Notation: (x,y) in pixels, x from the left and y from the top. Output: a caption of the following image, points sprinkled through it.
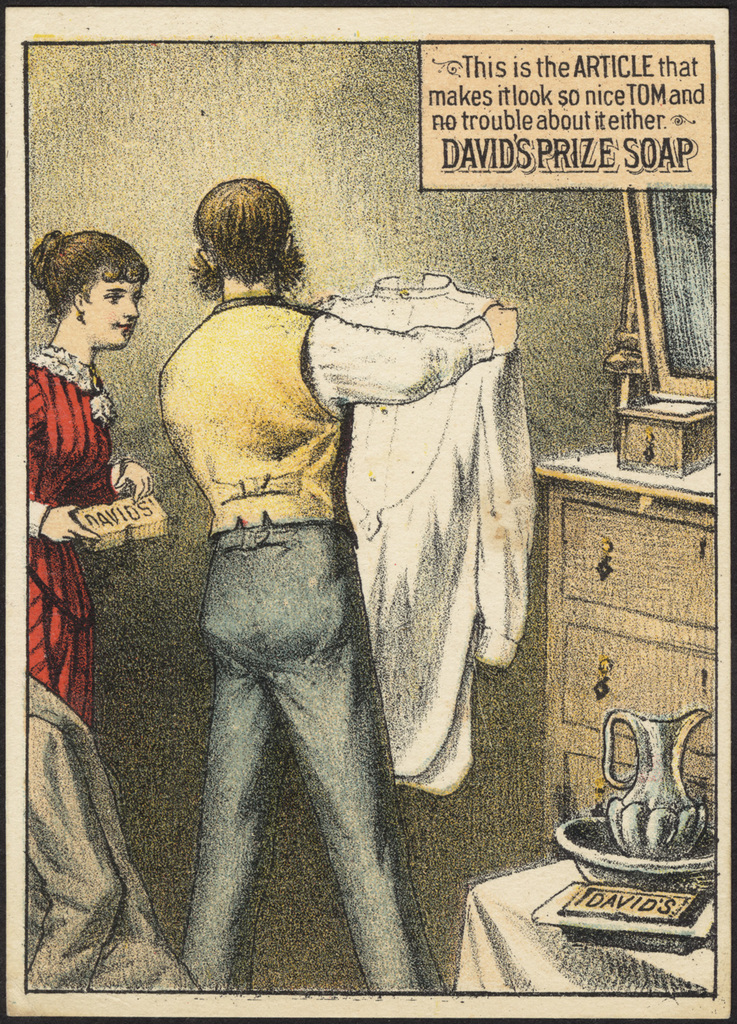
In this image there is a painting (325,715) of a picture having two persons (296,712), cabinet (627,706) and a table (501,904). Person (500,314) is holding a shirt (448,445). On cabinet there is a mirror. Table (534,936) is having a bowl (601,869) and jar (640,849) on it. Woman (62,627) is holding an object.
